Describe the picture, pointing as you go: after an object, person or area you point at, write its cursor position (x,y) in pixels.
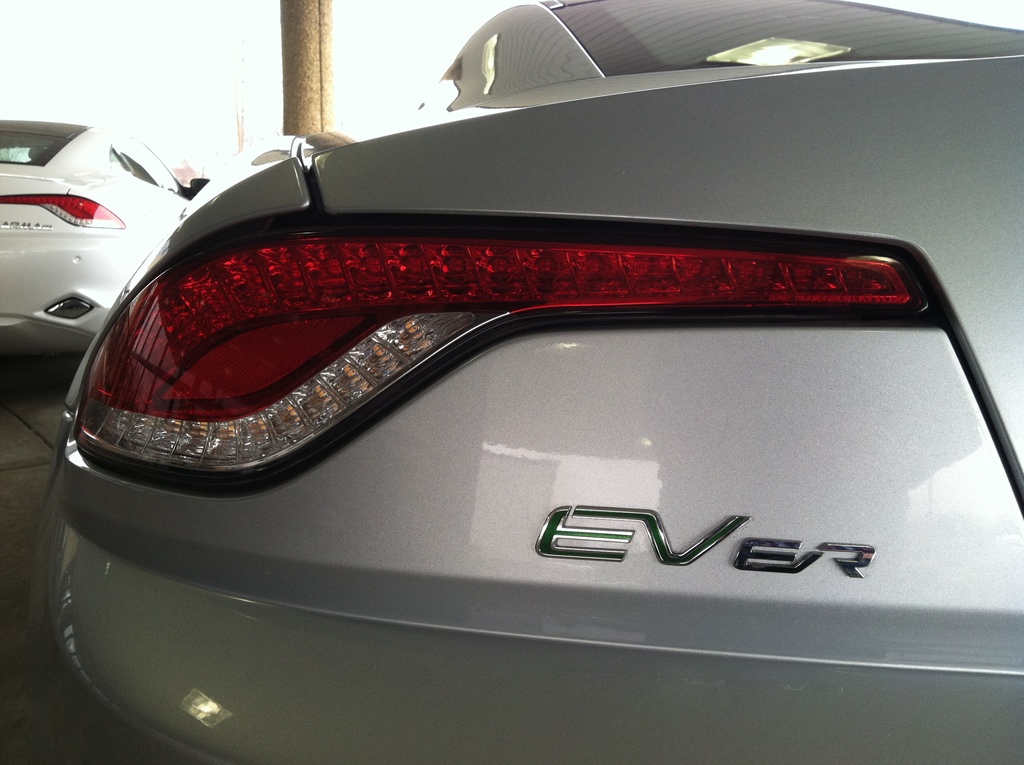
This image is a zoomed in picture of a car (551,272).
